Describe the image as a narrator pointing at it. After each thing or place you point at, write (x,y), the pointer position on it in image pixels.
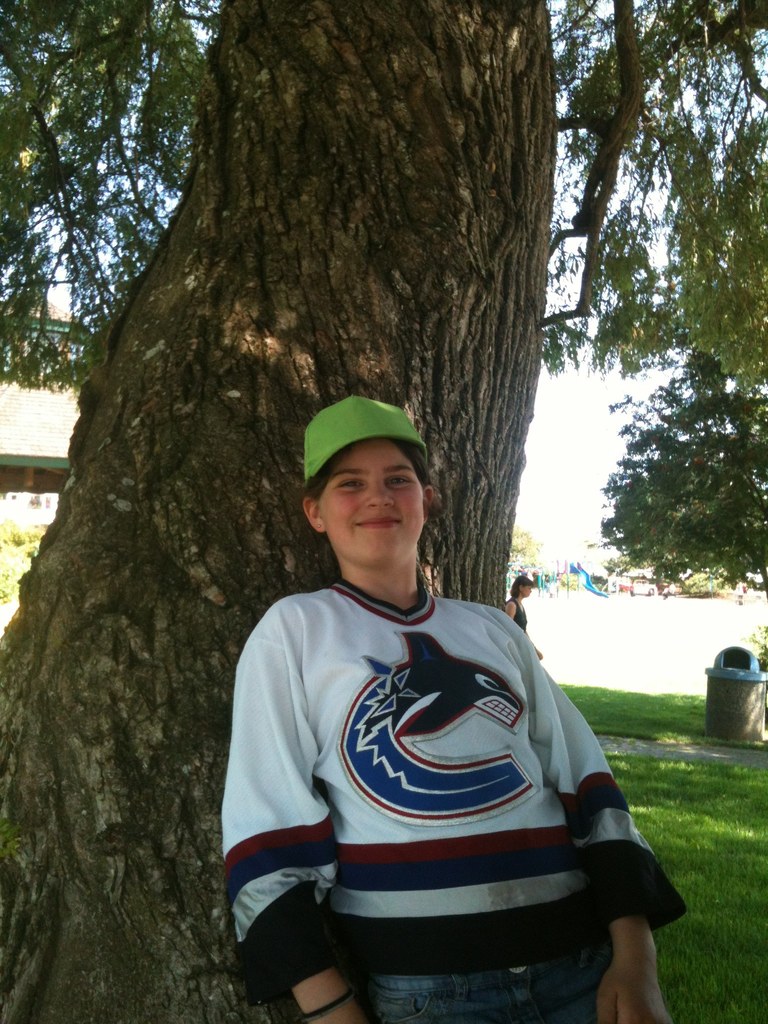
In this picture we can observe a girl (362,694) standing in front of a tree (260,419). She is wearing green color cap (331,435) on her head (333,467) and a white color T shirt (430,811). In the background (634,725) there is some grass (671,761) on the ground (619,621). We can observe a house (41,422) on the left side (31,398).
